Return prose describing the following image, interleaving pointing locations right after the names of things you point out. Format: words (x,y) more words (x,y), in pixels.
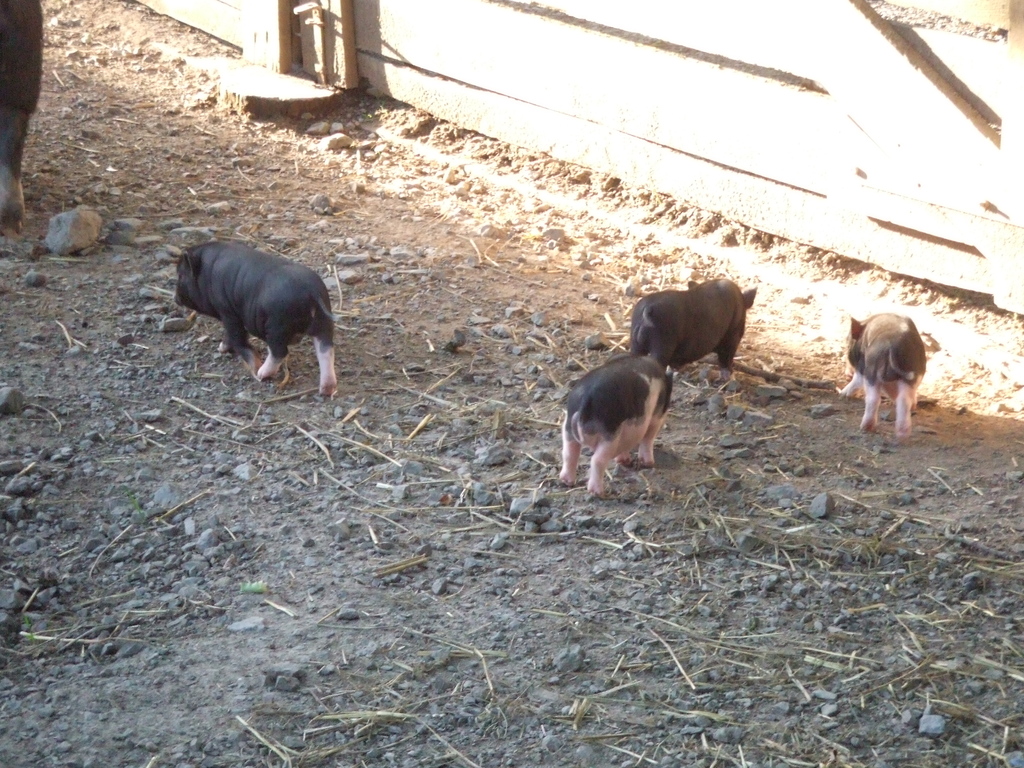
Here in this picture we can see a group of pigs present on the ground (488,384) and on the right side (874,143) we can see wooden railing (356,39) present.
